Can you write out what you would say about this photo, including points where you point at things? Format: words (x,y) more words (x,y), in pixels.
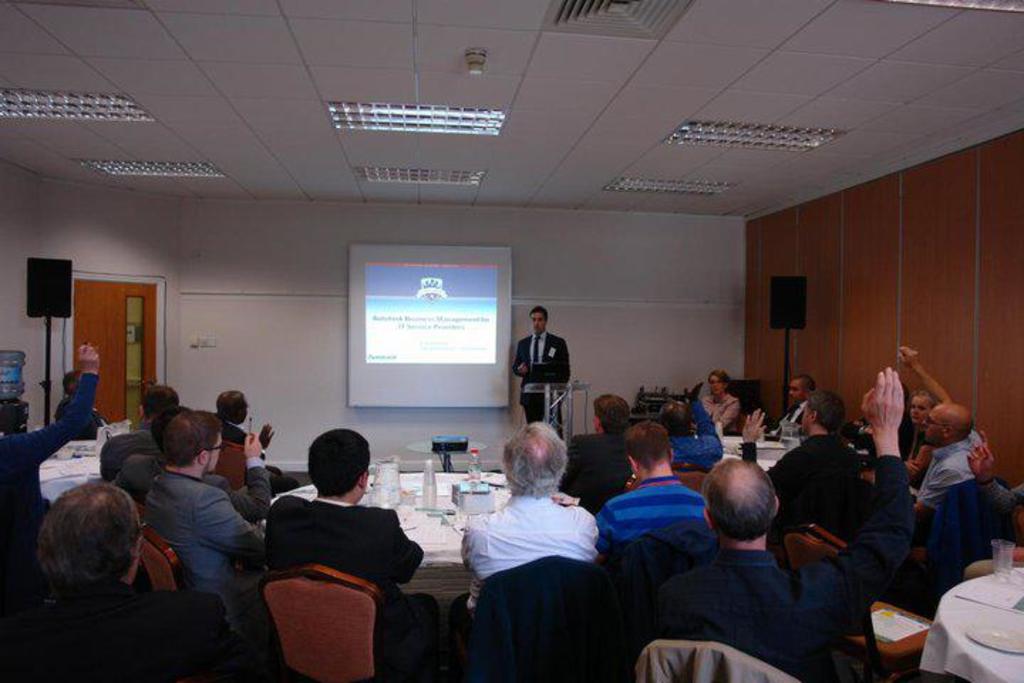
This is the picture inside of the room (645,377). In this image there are group of people (117,518) sitting and there is one person (535,346) standing behind the podium (551,408). At the back (417,357) there is a screen (411,292), at the top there are lights (728,126), at the left (50,388) there is a door (143,316) and a speaker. There are glasses (1001,557), plates (999,649) on the table (496,471). The table (440,534) is covered with white color cloth (456,541) and at the right (774,297) there is a speaker (785,321).
